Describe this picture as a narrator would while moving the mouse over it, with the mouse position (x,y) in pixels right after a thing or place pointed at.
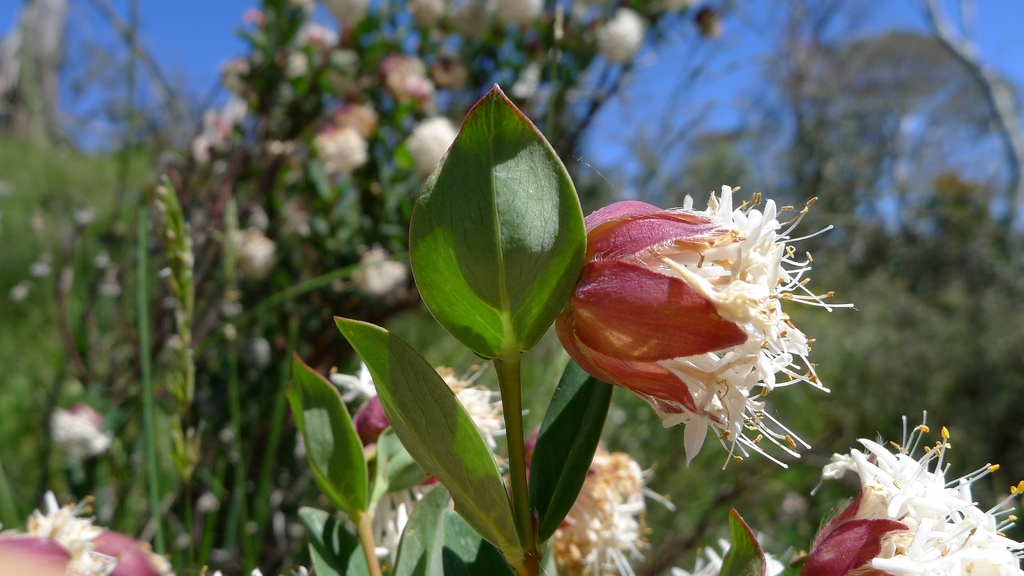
In this image, we can see flower plants (481,292) on the blur background (402,111).
